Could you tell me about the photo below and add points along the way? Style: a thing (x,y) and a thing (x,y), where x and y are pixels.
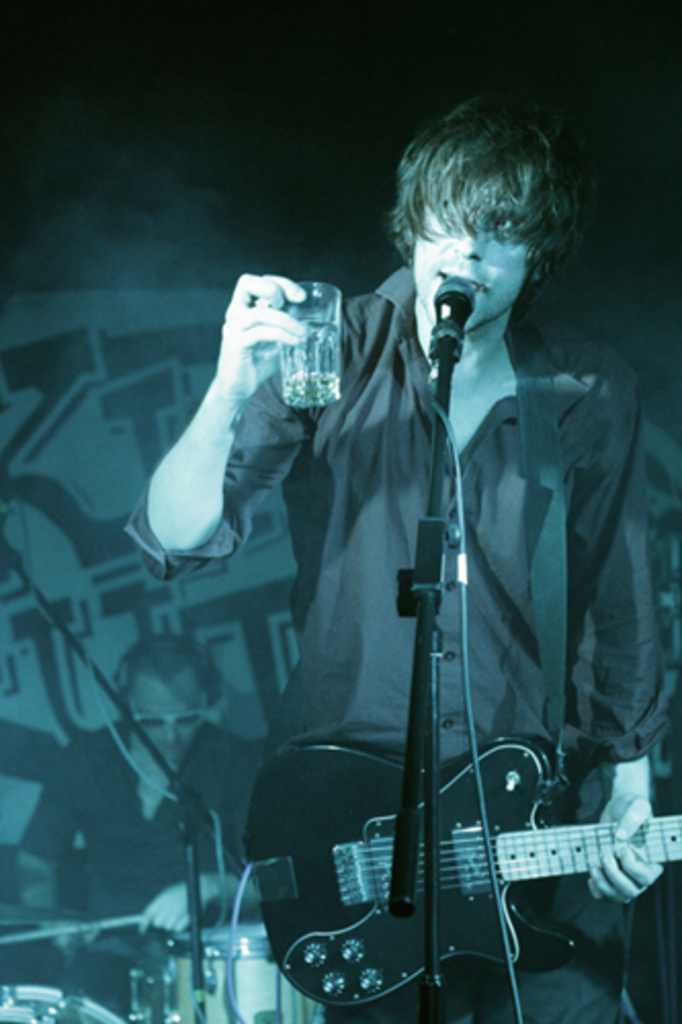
In this image we can see a man (574,485) is standing and holding a glass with liquid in it in his hand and guitar (395,967) in the other hand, mic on a stand (436,882). In the background (123,682) we can see a person (152,768) is sitting and playing drums (208,994), stand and texts (73,442) written on the platform (183,403).
